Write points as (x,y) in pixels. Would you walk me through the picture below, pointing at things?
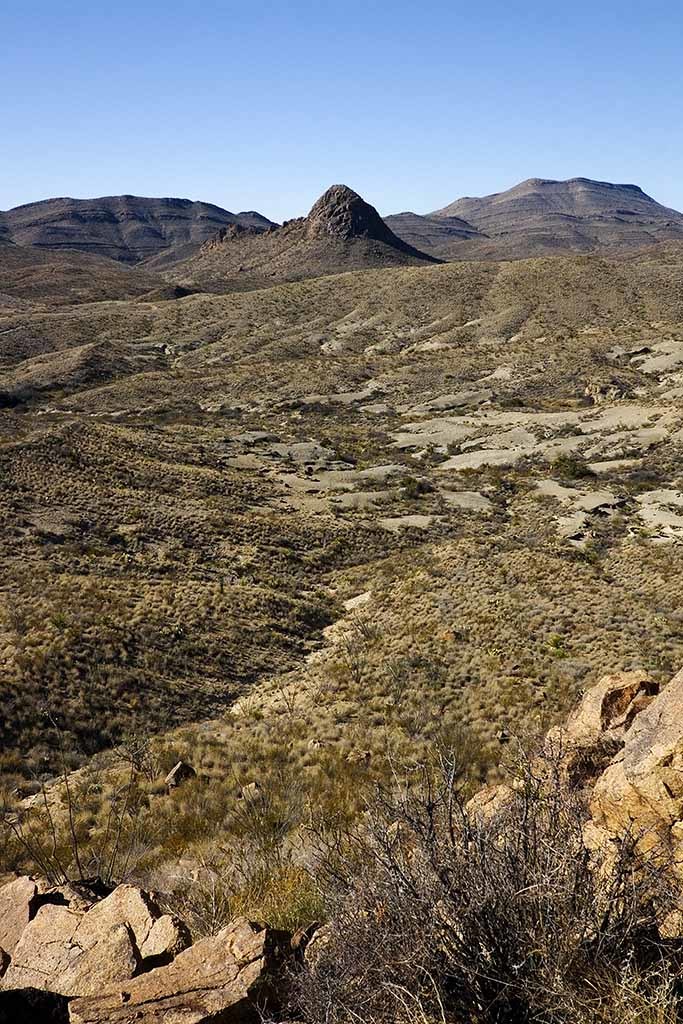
In the image we can see stones (315,941), grass (386,699), dry plant (441,927), hills (374,226) and the pale blue sky (260,90).
